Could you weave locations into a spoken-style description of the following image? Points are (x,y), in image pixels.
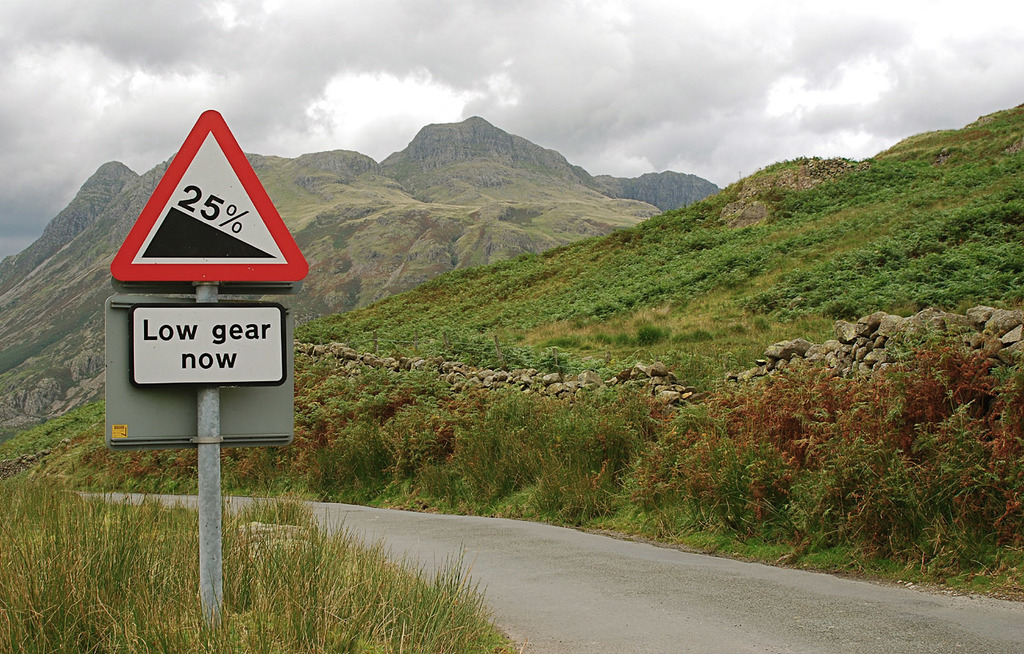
As we can see in the image there is grass (135,522), stones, sign pole (202,310) and hills (612,256). On the top (561,73) there is a sky (520,53).
